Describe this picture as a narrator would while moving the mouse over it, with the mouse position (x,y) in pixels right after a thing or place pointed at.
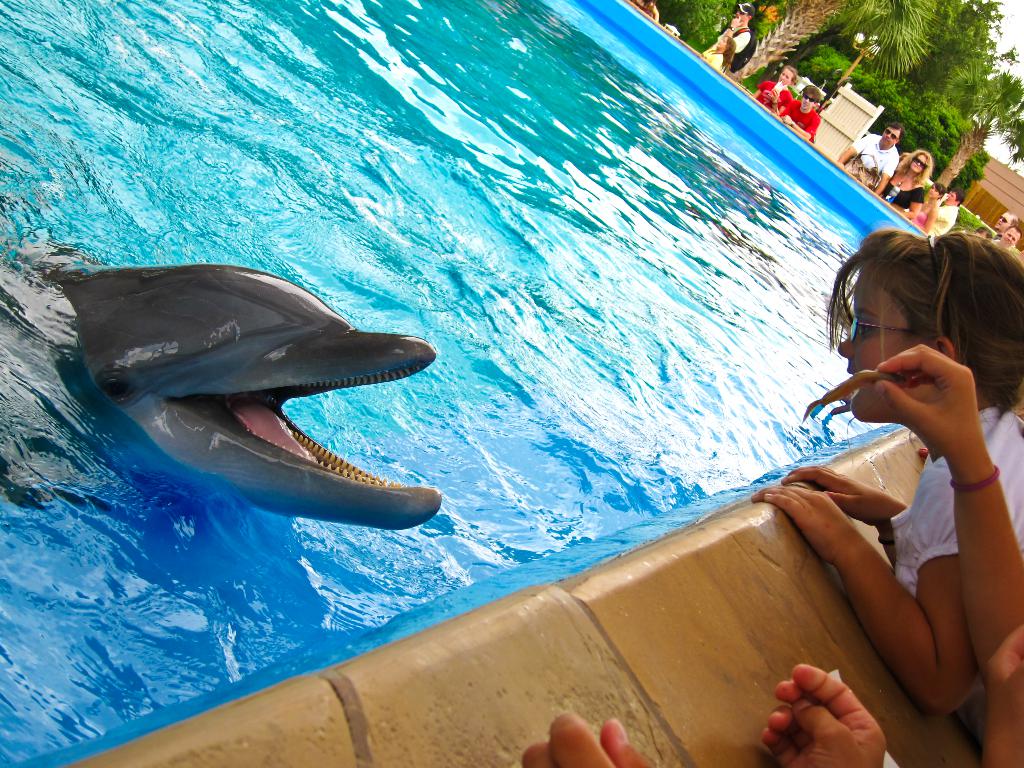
In this image there is a dolphin (258,345) in the pool (709,392), there are a few people (634,1) around the pool (636,50), there are few trees (800,66), lights (840,81) and a building (993,186).
